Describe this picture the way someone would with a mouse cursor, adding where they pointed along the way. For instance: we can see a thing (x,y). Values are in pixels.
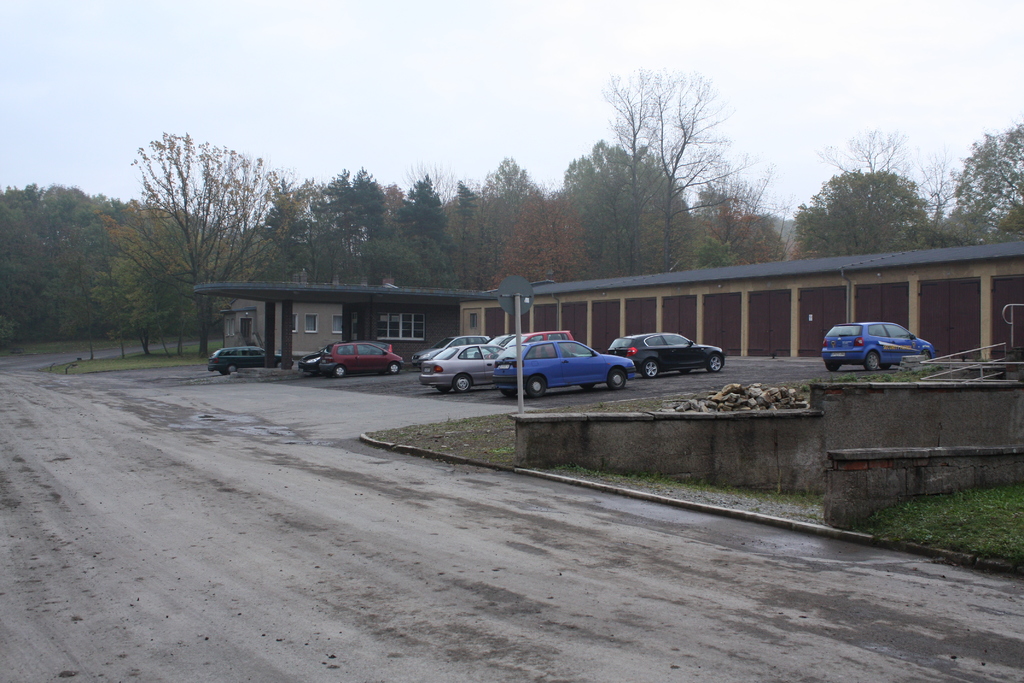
There is a road (441,592) at the bottom of this image (413,530). We can see cars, trees (165,287) and a building (493,307) in the middle of this image (664,307) and the sky (480,89) at the top of this image (494,78).
